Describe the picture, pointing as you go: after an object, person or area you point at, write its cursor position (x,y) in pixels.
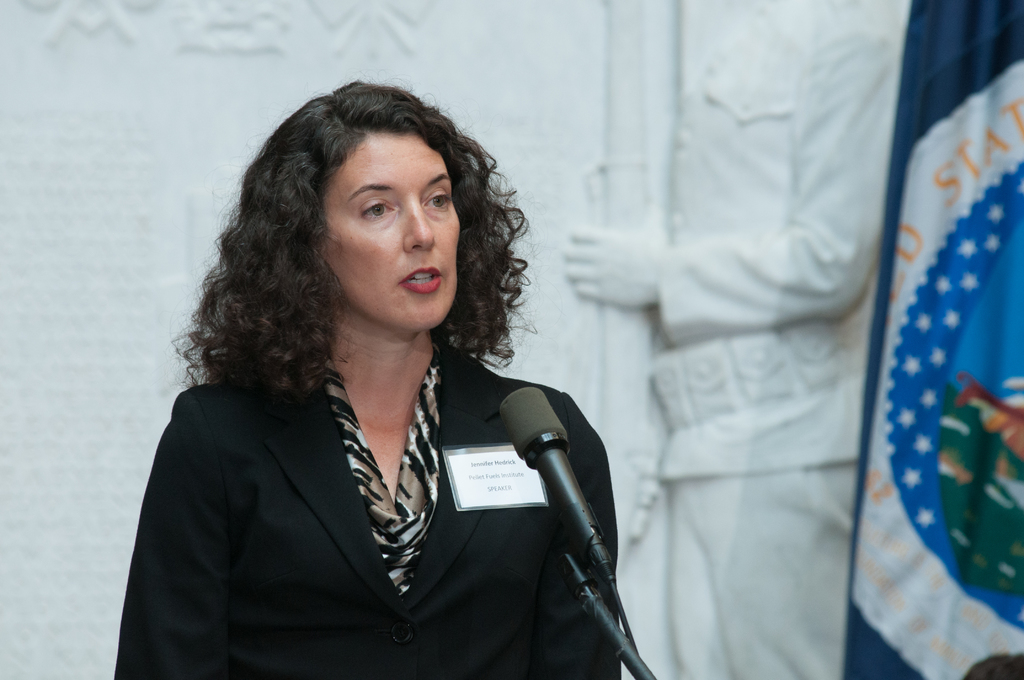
In this image I can see a woman (329,361), a paper (500,465), a mic (538,423) and I can see she is wearing black colour dress (488,543). On this paper (506,472) I can see something is written and in the background (909,290) can see a blue colour flag (962,400).
